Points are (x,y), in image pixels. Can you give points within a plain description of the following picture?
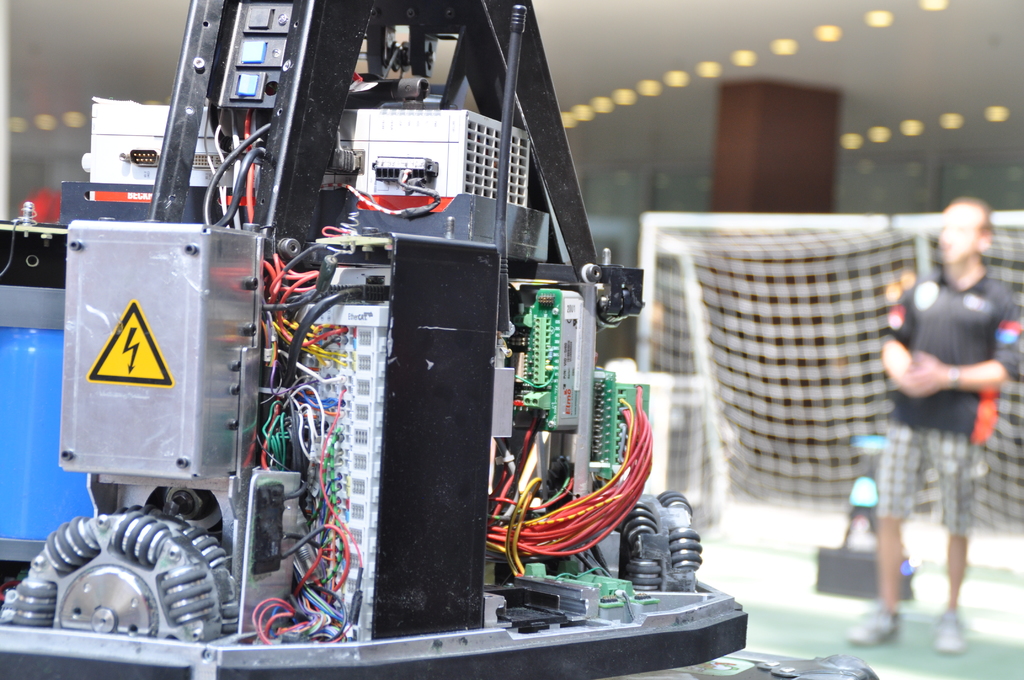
In this image I see an electronic equipment (214,252) over here and I see a person (934,389) over here who is wearing t-shirt (913,400) and shorts (919,482) and I see the goalpost (843,395) over here. In the background (762,156) I see the lights (73,122) on the ceiling (947,132) and I see the brown color pillar (775,132) over here.
